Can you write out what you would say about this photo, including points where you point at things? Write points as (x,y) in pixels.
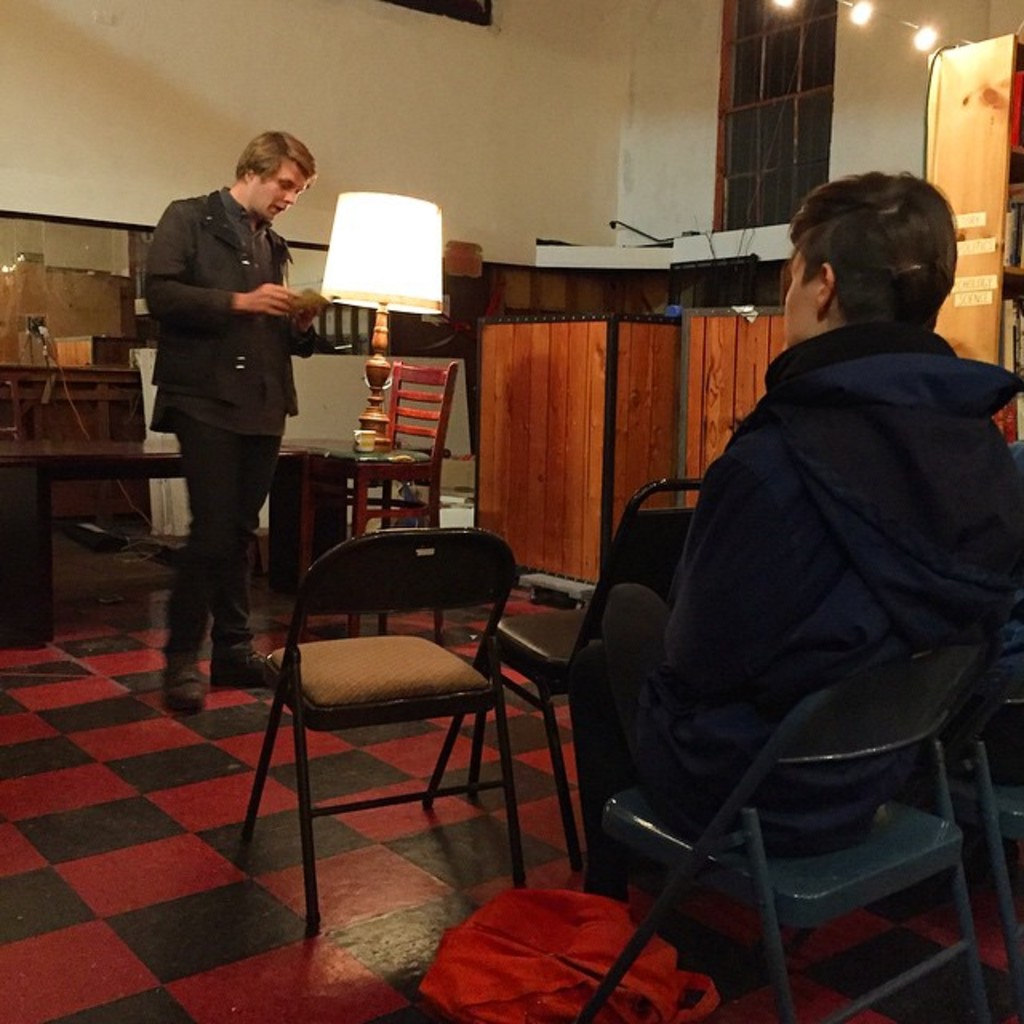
The person (810,565) in the right (839,558) is sitting in chair (846,677) and there is another person (261,423) standing in front of him and looking in to a book (321,302) and there is a lamp (388,281) beside him.
